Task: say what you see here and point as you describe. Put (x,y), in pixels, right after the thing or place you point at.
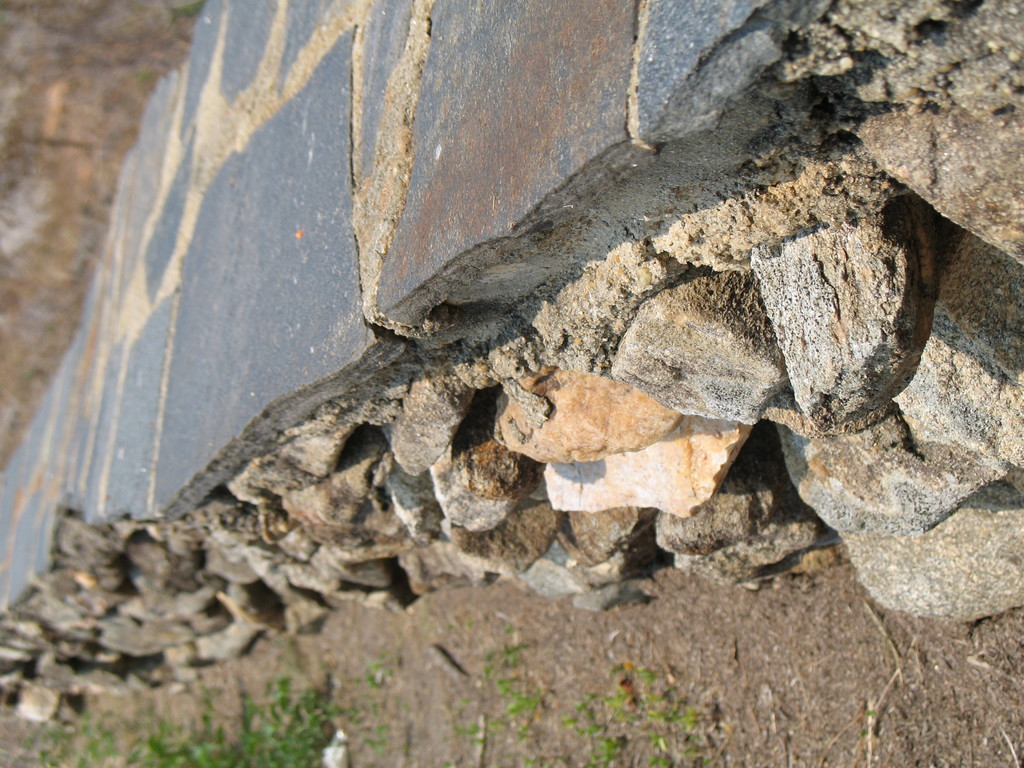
In this image in the foreground (681,290) there is a wall (412,429) and some rocks (412,429), at the bottom (698,674) there is grass (505,671) and some sand (914,681).
